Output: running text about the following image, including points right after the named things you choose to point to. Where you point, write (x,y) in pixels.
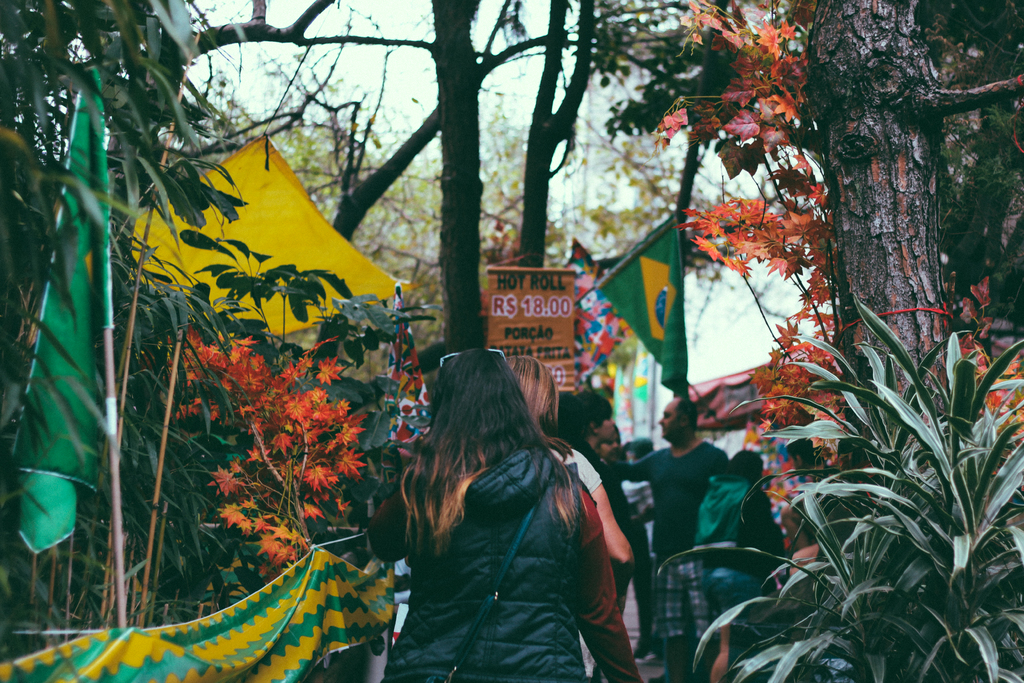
This picture is taken from outside of the city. In this image, in the middle (525,437), we can see a group of people (637,495), flags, hoardings (527,356). On the right side (963,405), we can see some trees (1005,284), plants (1003,353), flowers (1022,378). On the left side (308,634), we can see a cloth (273,593), flowers (258,429), plants (248,349), trees (17,249), flag (87,327), tent (302,247). At the top (391,17), we can see a sky (393,28).
